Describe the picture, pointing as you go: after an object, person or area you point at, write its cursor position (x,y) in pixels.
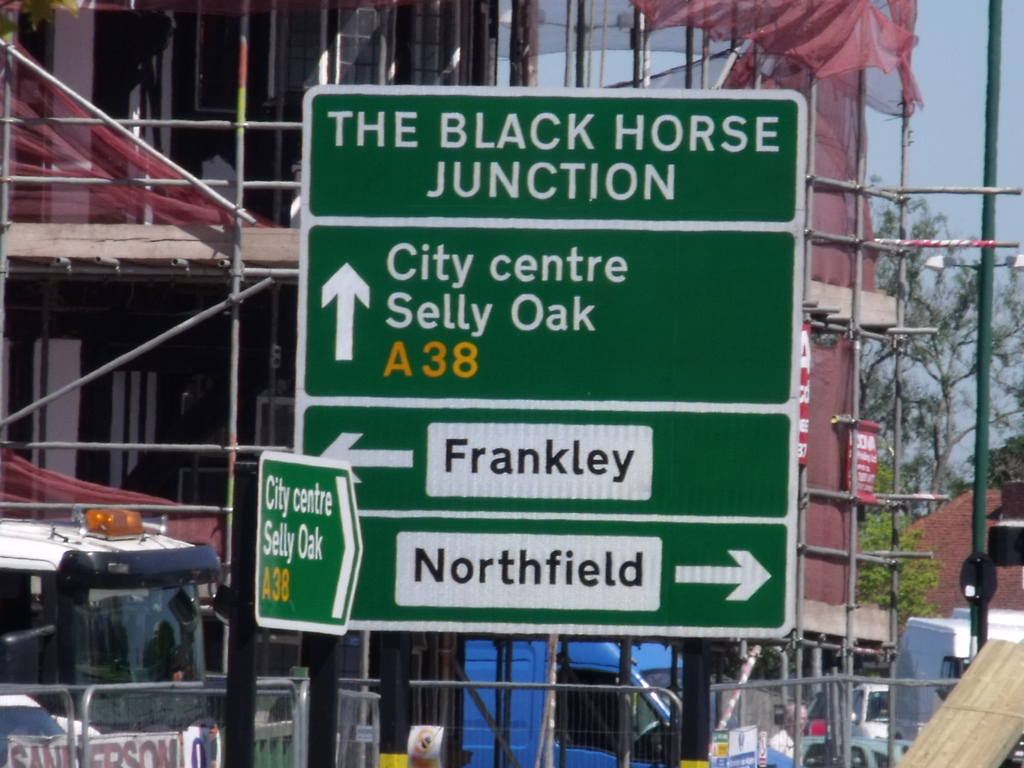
Here we can see poles (245,649), boards (652,391), vehicles (496,654), banners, trees (930,444), and a building (316,35). In the background (895,132) there is sky (1018,295).
